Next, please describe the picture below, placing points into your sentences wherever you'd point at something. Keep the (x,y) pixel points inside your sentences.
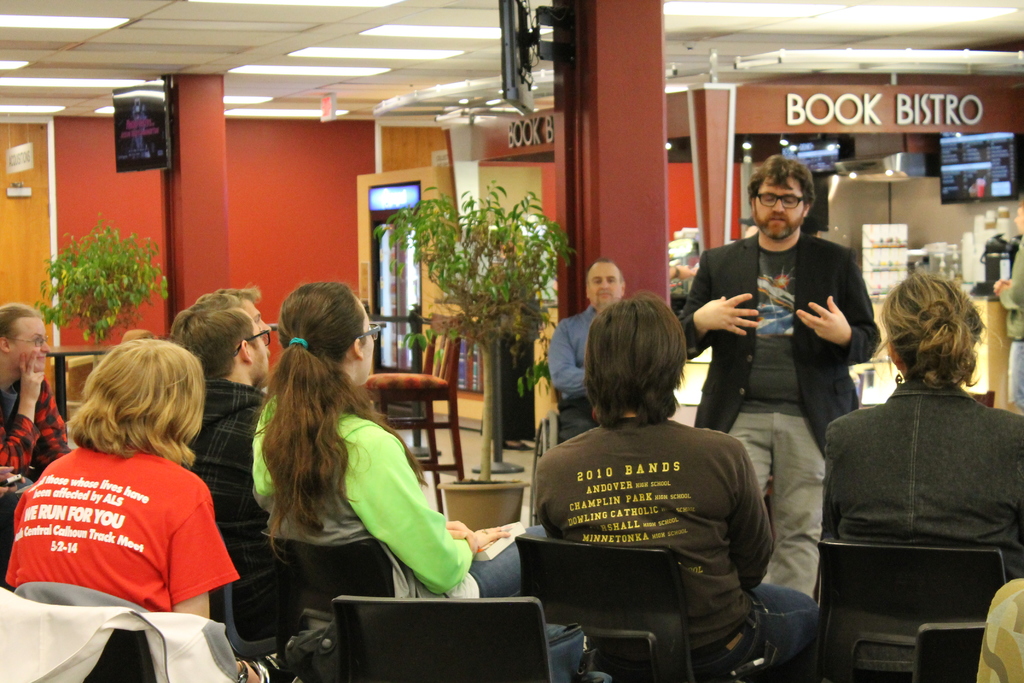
In this picture I can see few people (407,530) are sitting on the chairs (383,580) and watching, among them one person (793,378) is standing and talking, side there are some potted plants (485,359) placed and also I can see few objects (863,266) are around.
